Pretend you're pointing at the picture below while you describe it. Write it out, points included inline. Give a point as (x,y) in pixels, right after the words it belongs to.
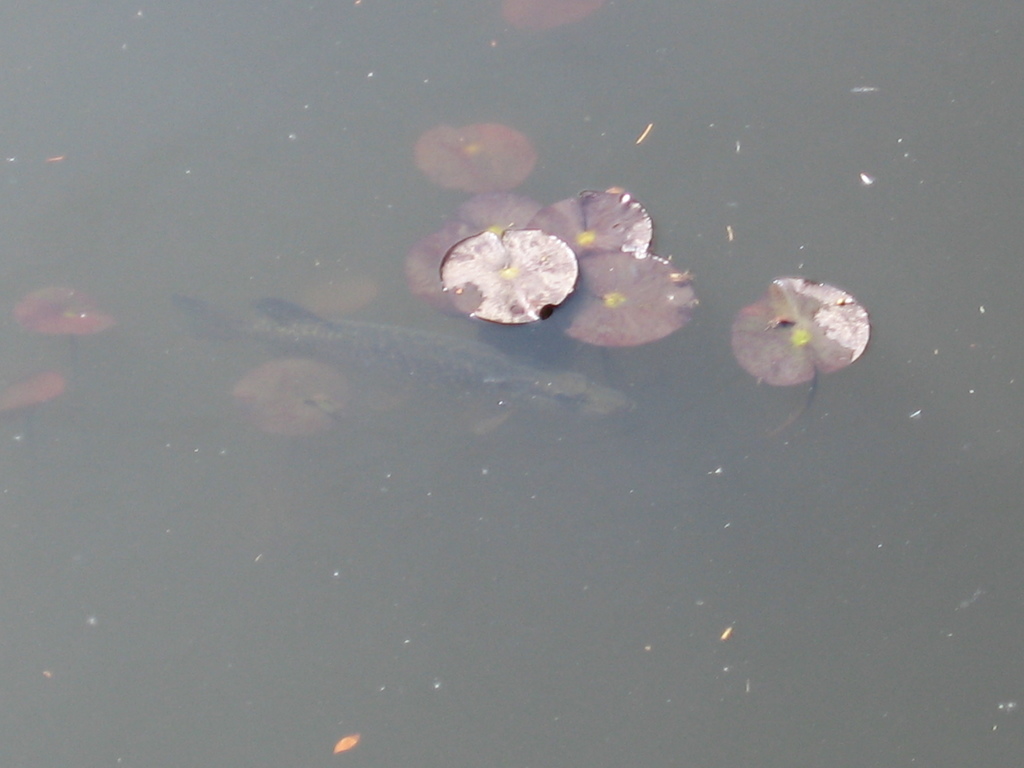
This picture shows a fish (514,392) in the water (634,442) and we see few leaves (546,236).
